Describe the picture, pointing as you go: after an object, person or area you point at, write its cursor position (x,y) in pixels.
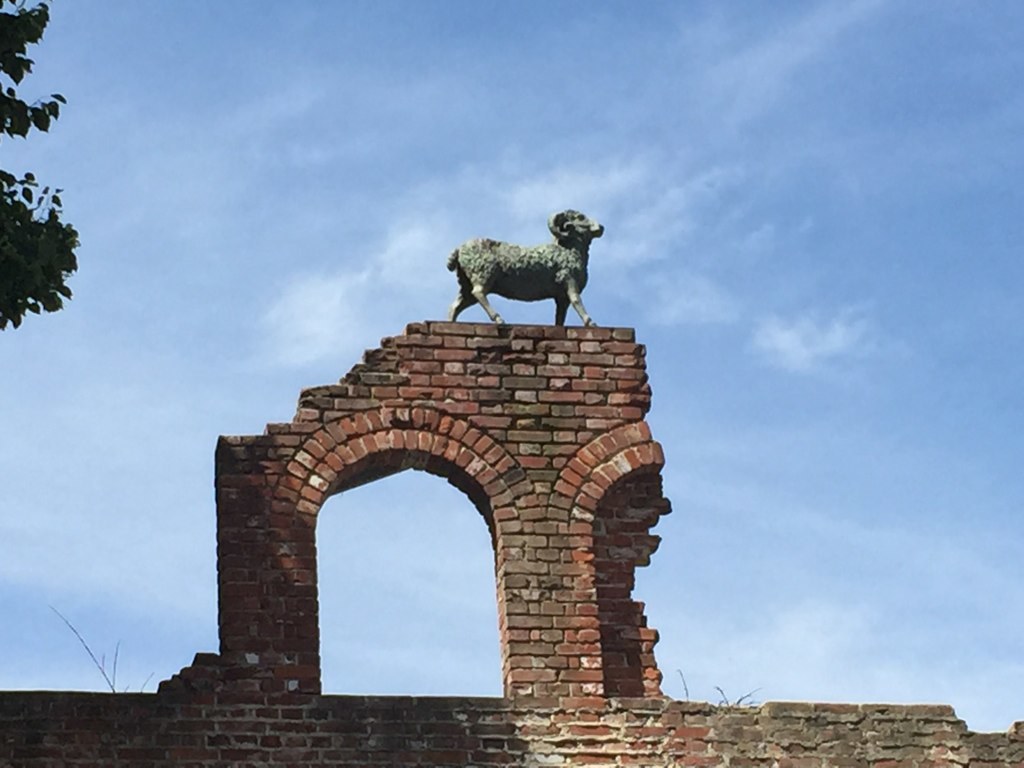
In the image there is a brick wall (301,470) with arches (455,432). At the top of an arch (516,335) there is a statue of an animal (501,273). On the left side of the image (37,254) there are leaves (25,275). In the background (743,341) there is sky (735,303) with clouds (697,143).
